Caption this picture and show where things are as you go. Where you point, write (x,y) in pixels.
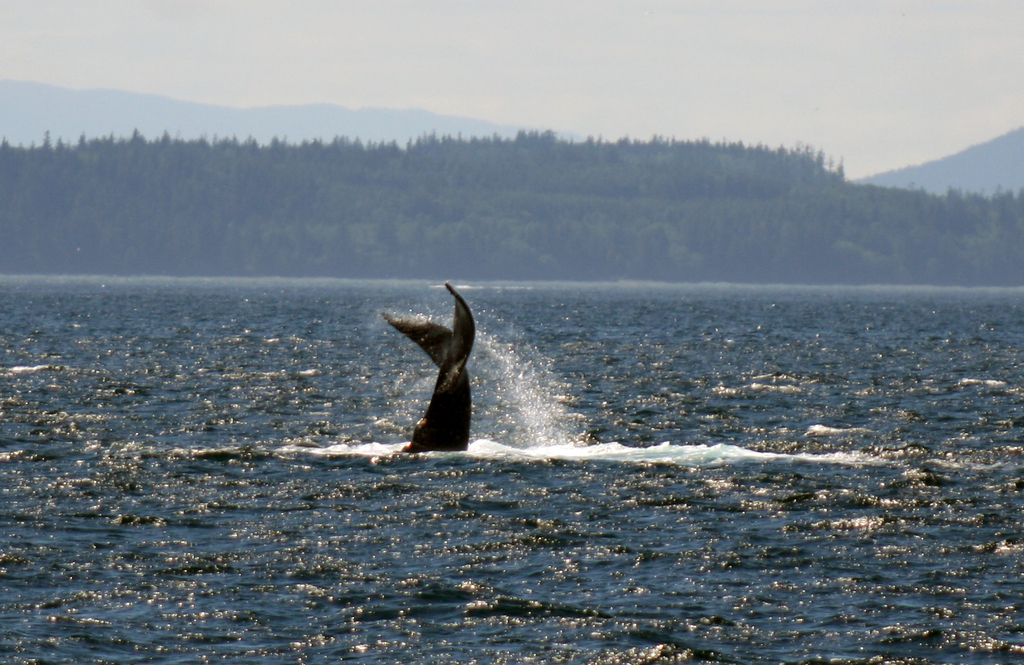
In this image there is a whale (465,400) in the water (541,336). At the background (444,215) there are trees (599,202), mountains (968,174) and sky (508,63).
